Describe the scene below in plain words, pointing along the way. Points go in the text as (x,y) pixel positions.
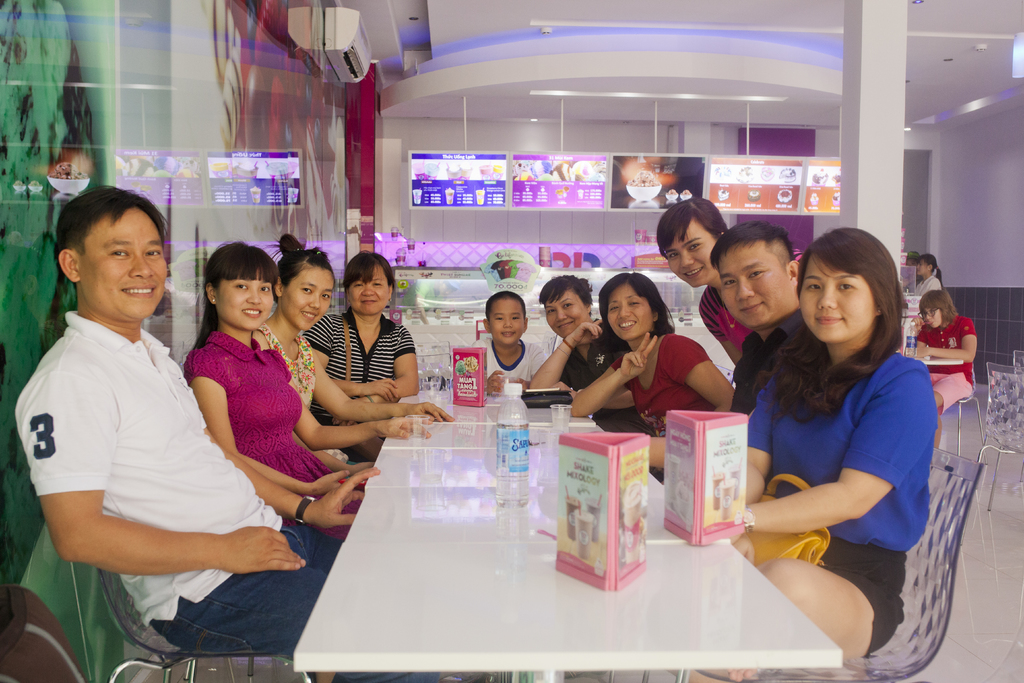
In this picture we can see some people (835,585) are sitting on the chairs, in front (457,506) we can see the table (447,497) on which few objects (503,433) are placed, behind we can see few people (935,329).
